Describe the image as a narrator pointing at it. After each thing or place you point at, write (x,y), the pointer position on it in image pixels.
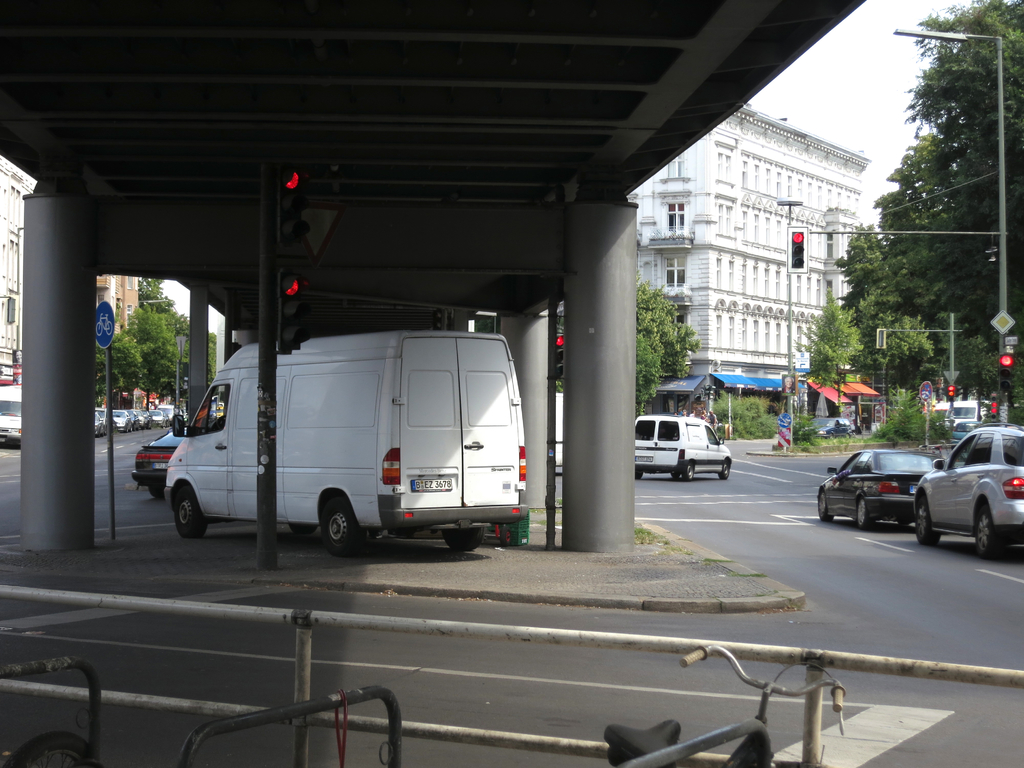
In this image we can see a few vehicles (518,439), some of them are under the bridge (93,361), there are some trees (670,336), buildings (697,355), poles (270,198), signboards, lights (290,178) and windows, also we can see the sky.
